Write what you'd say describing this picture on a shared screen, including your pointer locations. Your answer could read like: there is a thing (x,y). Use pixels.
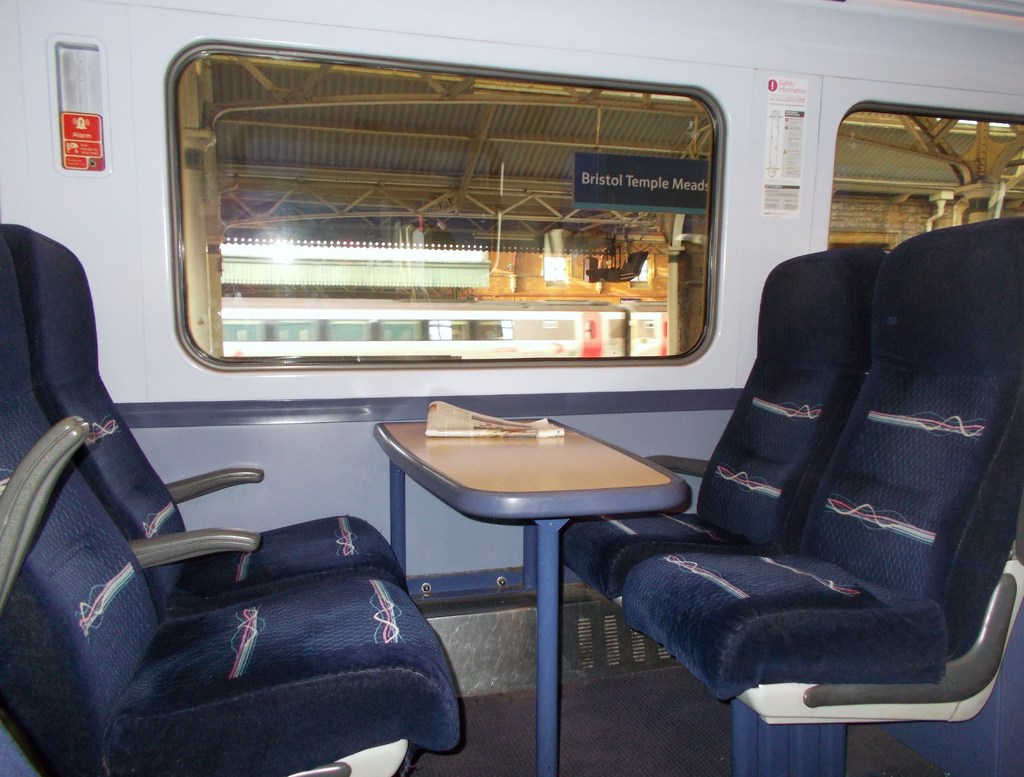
In this image I can see few seats (235,542) in blue color and I can also see the table (561,510). In the background (554,241) I can see few glass windows (696,199) and I can also see the train (510,332) and few lights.
